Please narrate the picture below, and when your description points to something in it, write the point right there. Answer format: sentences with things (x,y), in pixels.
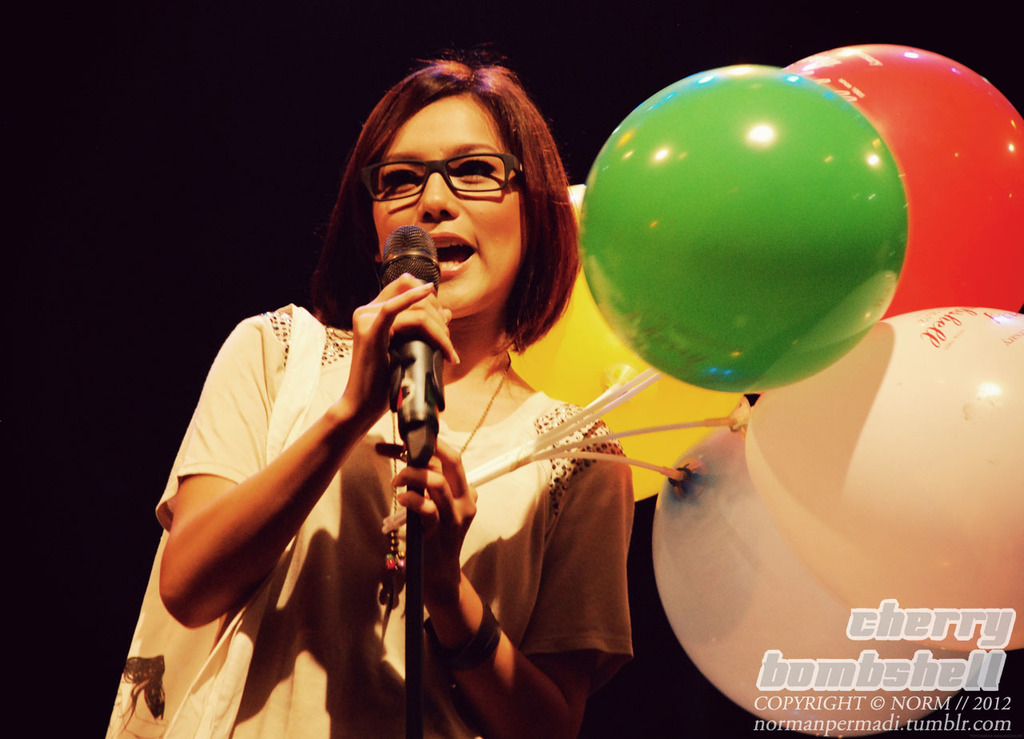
It is a screenshot taken from some website, a woman (581,504) is holding balloons (732,311) with her hand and she is speaking something through the mike (393,390) she is also wearing spectacles (445,159), the background (172,284) is completely black.
